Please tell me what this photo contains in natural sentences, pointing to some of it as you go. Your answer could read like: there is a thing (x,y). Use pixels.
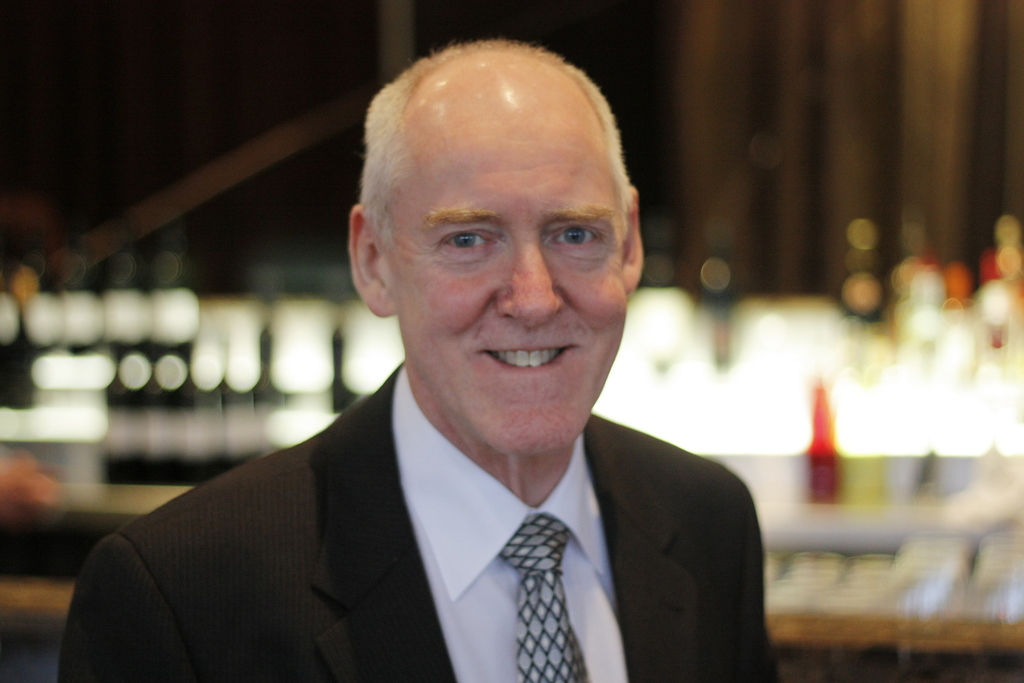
In this image we can see a man (439,644) and he is smiling. There is a blur background (989,495).
